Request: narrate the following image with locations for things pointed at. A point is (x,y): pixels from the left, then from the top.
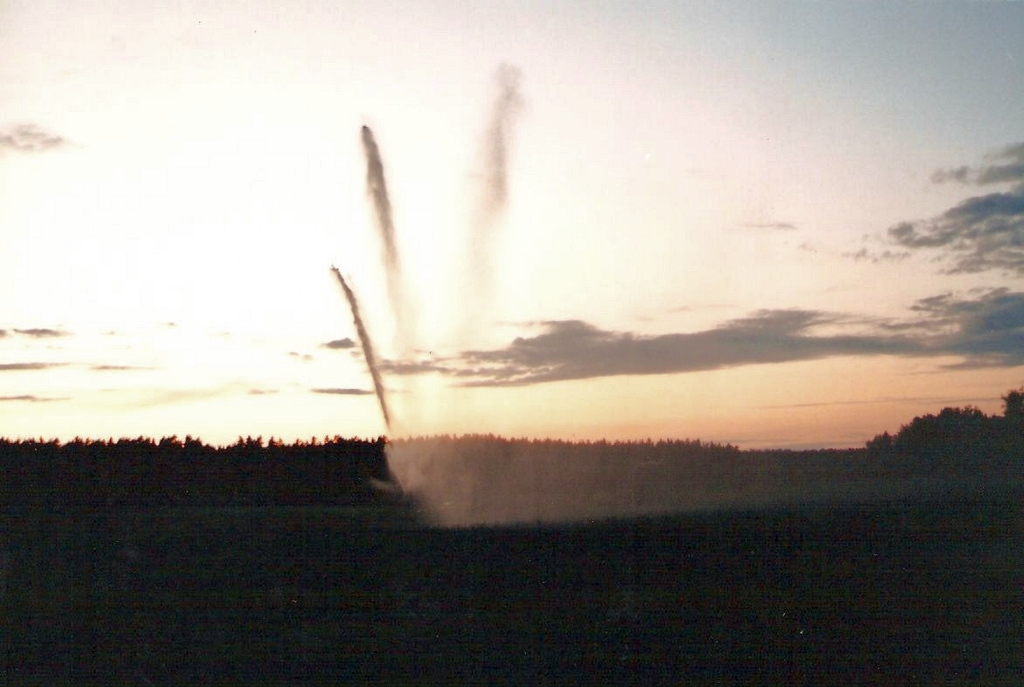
In this image at the bottom (662,589) there is field (84,523) and also there are some trees (621,470), in the background (456,322) there is sky (436,174) and some fog (387,276).
